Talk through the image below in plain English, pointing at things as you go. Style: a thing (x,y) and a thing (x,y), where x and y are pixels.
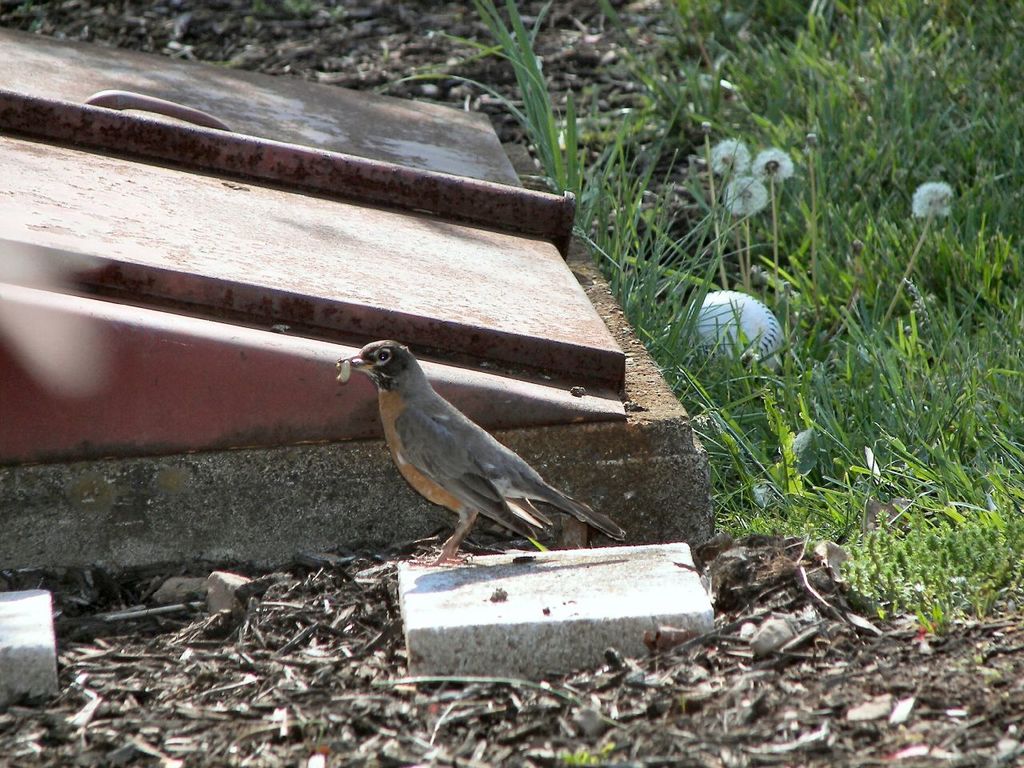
In this image, we can see a bird (454,472) is holding some object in mouth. Background (159,131) we can see some object (250,291), handle (185,108), grass (619,133), flowers (775,244). Here there is a white ball (757,327).
